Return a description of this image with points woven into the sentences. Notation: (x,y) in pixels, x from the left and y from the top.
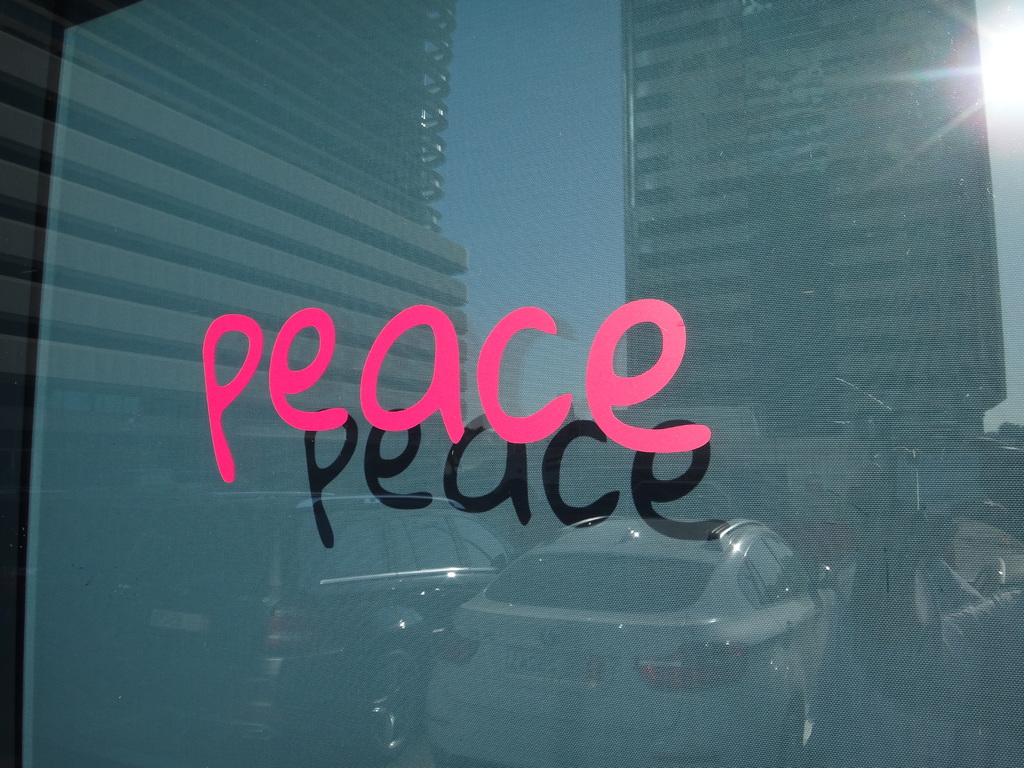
In this image we can see text (525,434) written on the glass (482,698). On the glass (730,338) we can see the reflections (532,241) of buildings (627,196), sky (461,180), vehicles (643,727) and few persons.
